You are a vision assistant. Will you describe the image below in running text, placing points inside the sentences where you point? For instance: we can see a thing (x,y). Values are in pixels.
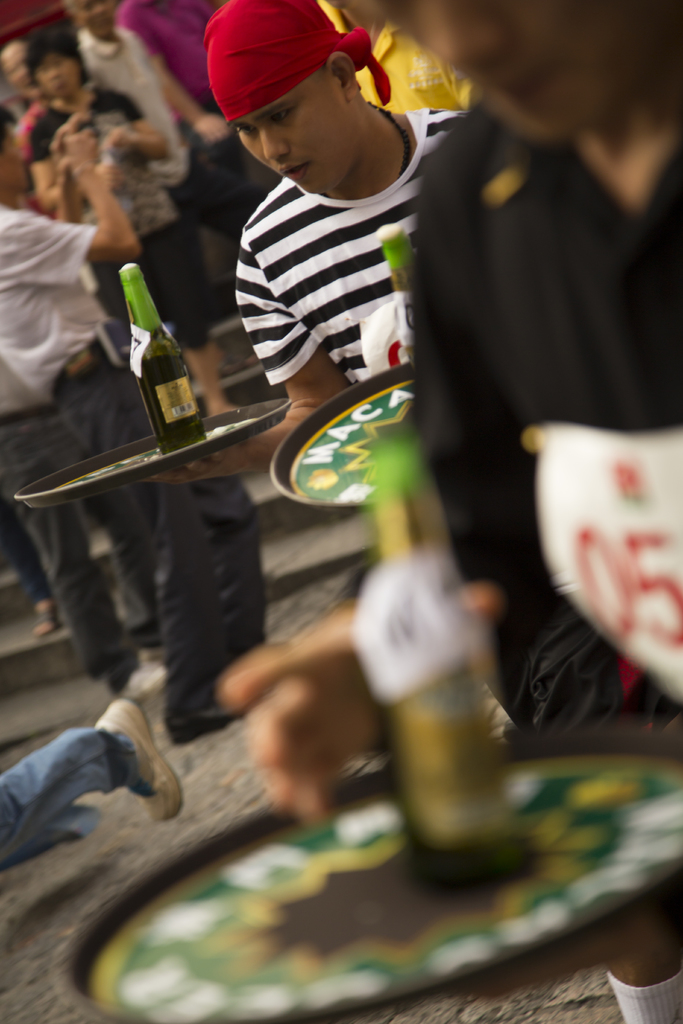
In this image we can see persons (259,291) standing on the ground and some are carrying beverage bottles (157,421) in trays (378,906) on their hands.
